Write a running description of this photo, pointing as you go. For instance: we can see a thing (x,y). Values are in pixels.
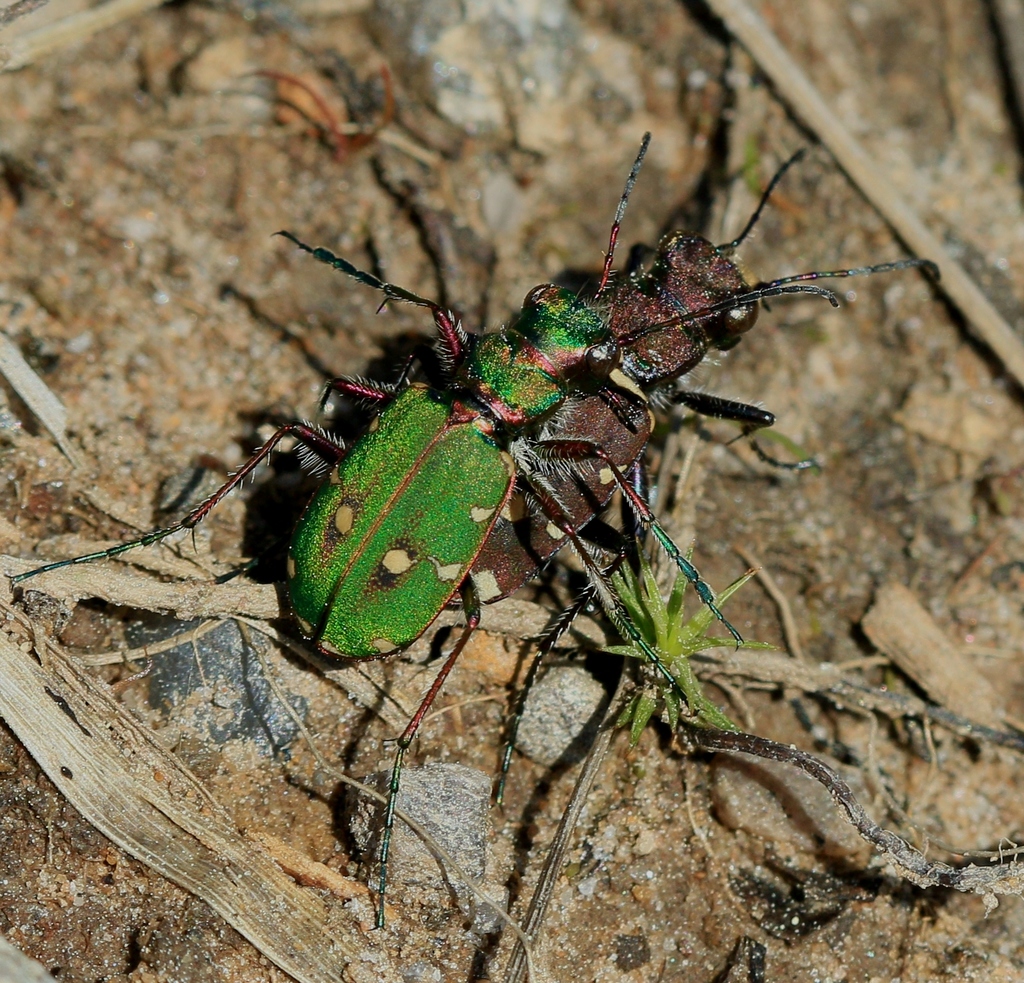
In the given image i can see two tiger beetles (523,385) and sand (634,256).
